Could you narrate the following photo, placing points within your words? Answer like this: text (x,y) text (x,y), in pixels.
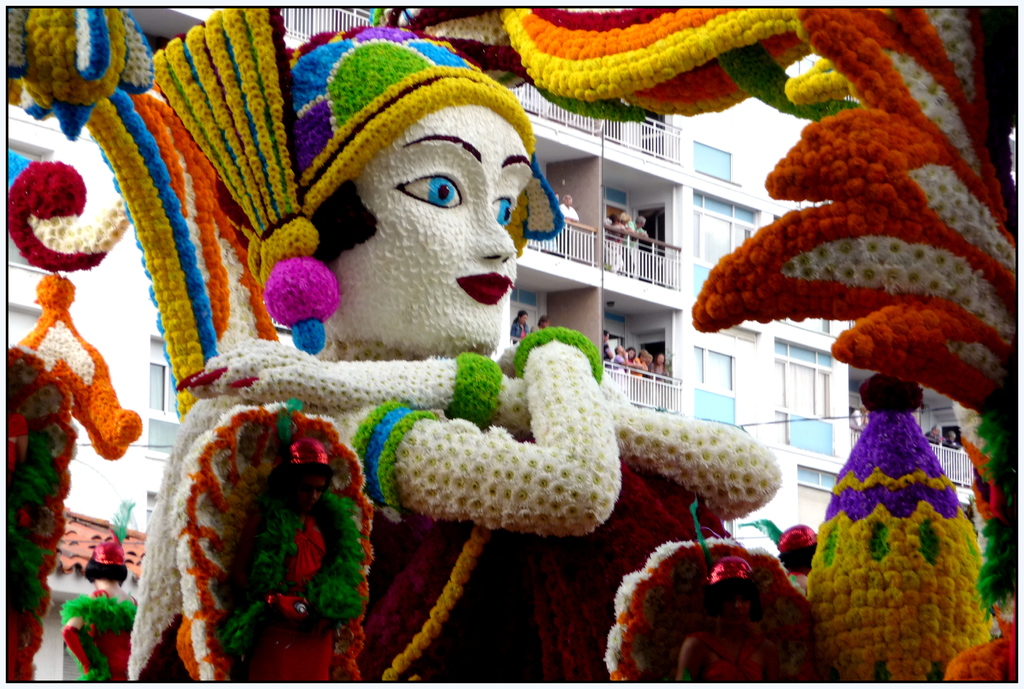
In this picture there are buildings (567,310) and there are group of people (621,344) standing behind the railings (590,261). In the foreground (455,213) there is an artificial woman (488,370) and there are flowers (608,23). At the bottom left (93,541) there are roof tiles (130,550) on the building (139,540).
